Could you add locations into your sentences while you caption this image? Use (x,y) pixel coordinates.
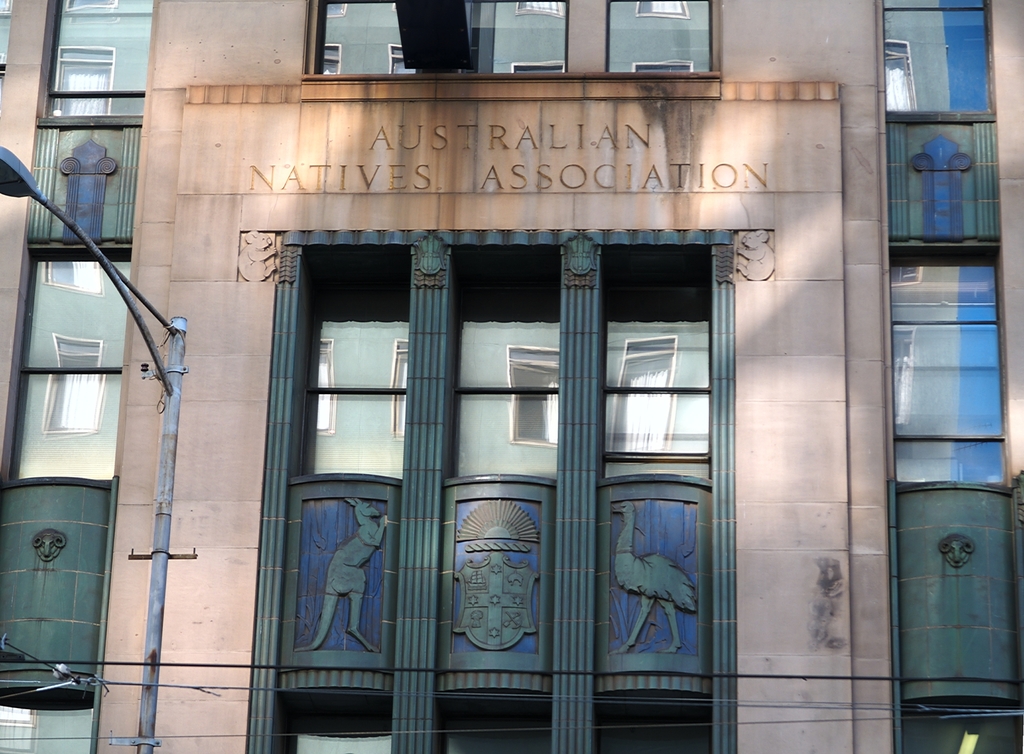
In this image I can see the building (485,502) with windows (492,400) and I can see the light pole (174,456) to the building (134,383).
